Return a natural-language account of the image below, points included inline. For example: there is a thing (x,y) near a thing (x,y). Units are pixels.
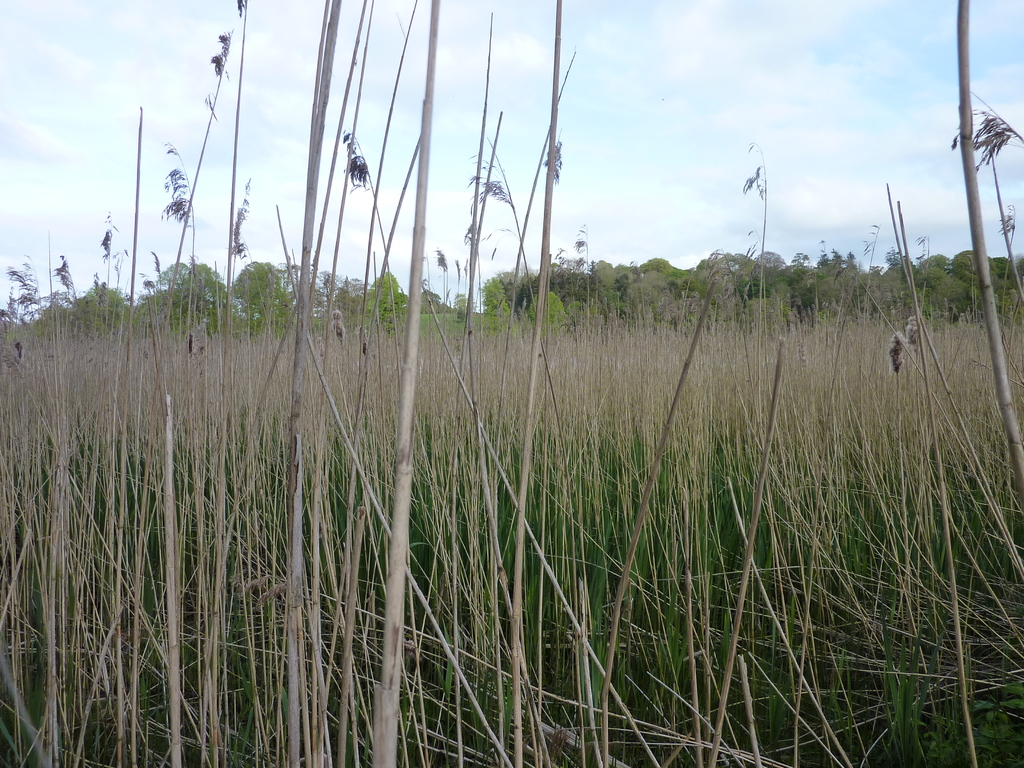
In this image there is the sky (493,142) towards the top of the image (325,143), there are clouds (283,183) in the sky (635,132), there are trees (833,280), there are plants (422,547) towards the bottom of the image (420,637).
